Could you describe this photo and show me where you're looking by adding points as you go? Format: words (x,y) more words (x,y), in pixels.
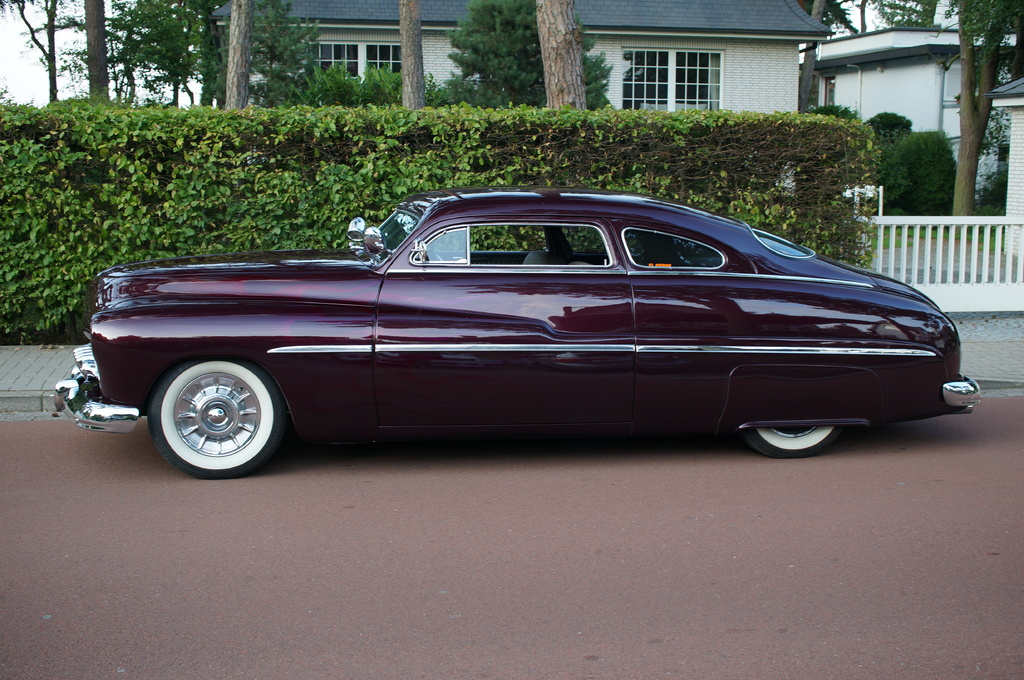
In this image we can see a vehicle (473,351) on the road (516,459), there are some buildings (797,52), plants (589,165), trees (49,23), windows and grills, in the background (110,95) we can see the sky (72,42).
